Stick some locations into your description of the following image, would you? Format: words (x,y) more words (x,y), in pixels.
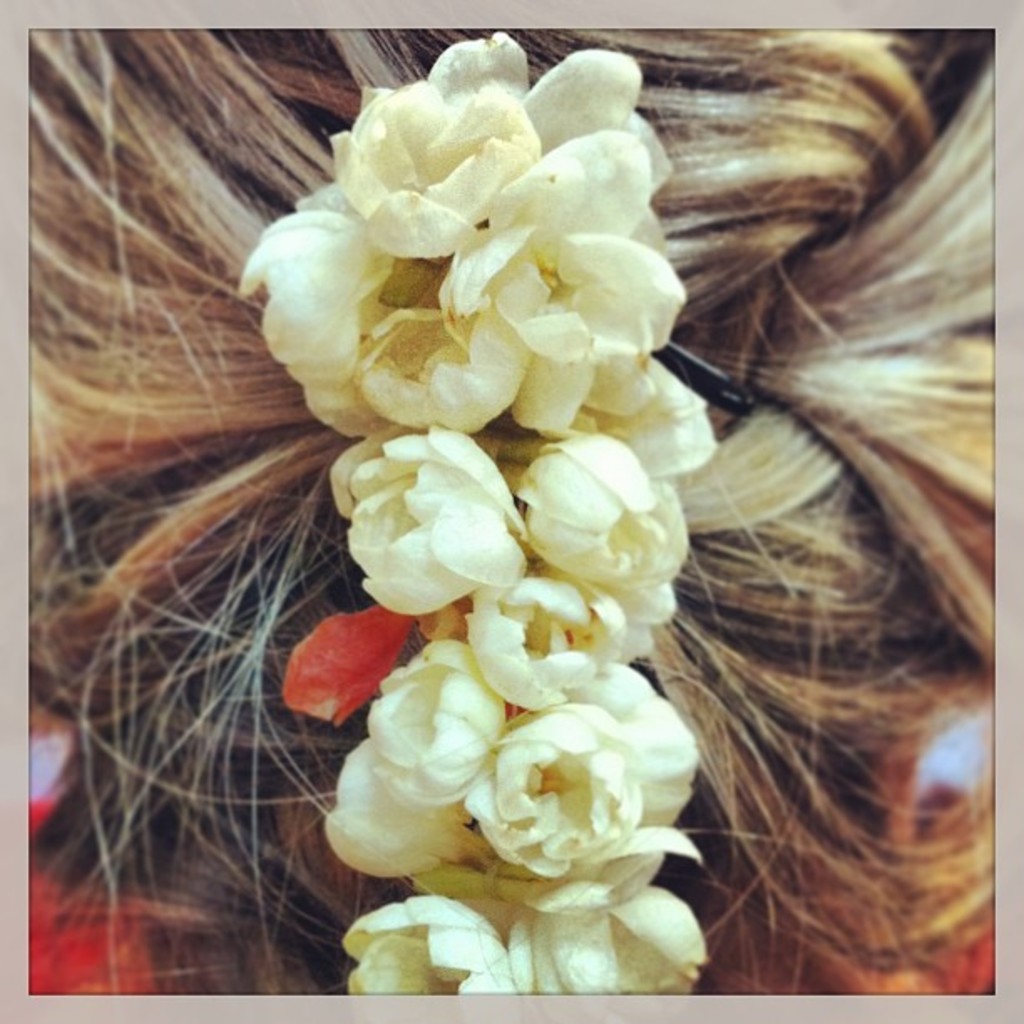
In this image there is a garland (539,476) made of jasmine flowers (452,554) on girl's plait (683,159).
